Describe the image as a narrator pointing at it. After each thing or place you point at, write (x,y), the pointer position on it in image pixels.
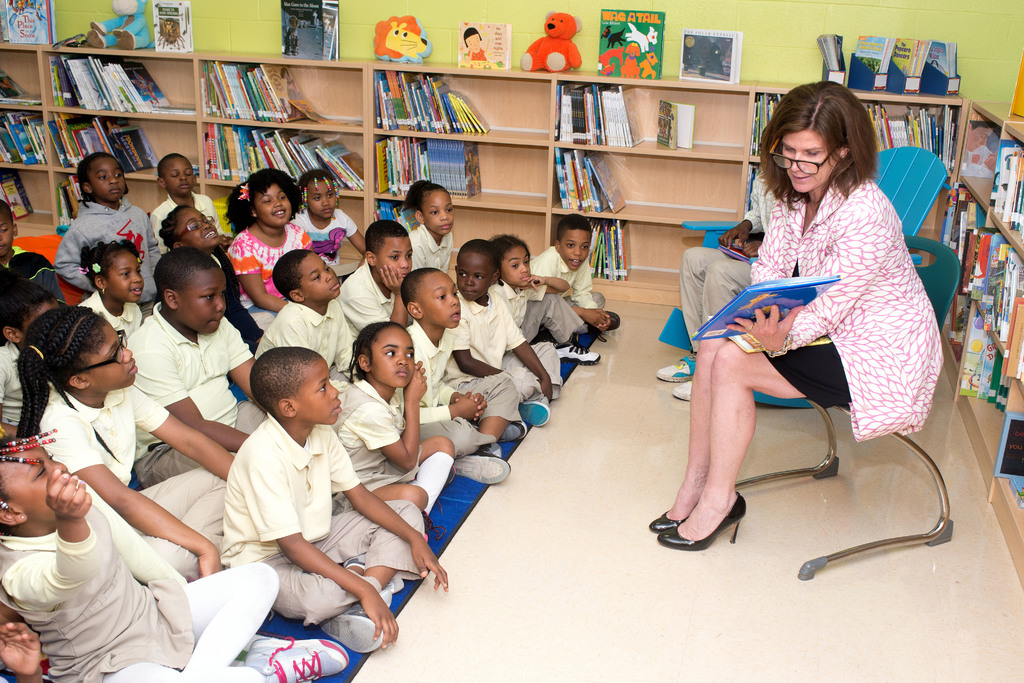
On the right side (889,316), there is a woman (866,300) sitting on a chair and holding a blue color object (826,285) with one hand (748,330). Beside him, there is another person (754,227) sitting on another chair (896,195). On the left side (49,479), there are children (212,219) sitting on a mat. In the background (441,122), there are books (437,89) arranged on the shelves (552,110) and there is a light green color wall (762,63).
